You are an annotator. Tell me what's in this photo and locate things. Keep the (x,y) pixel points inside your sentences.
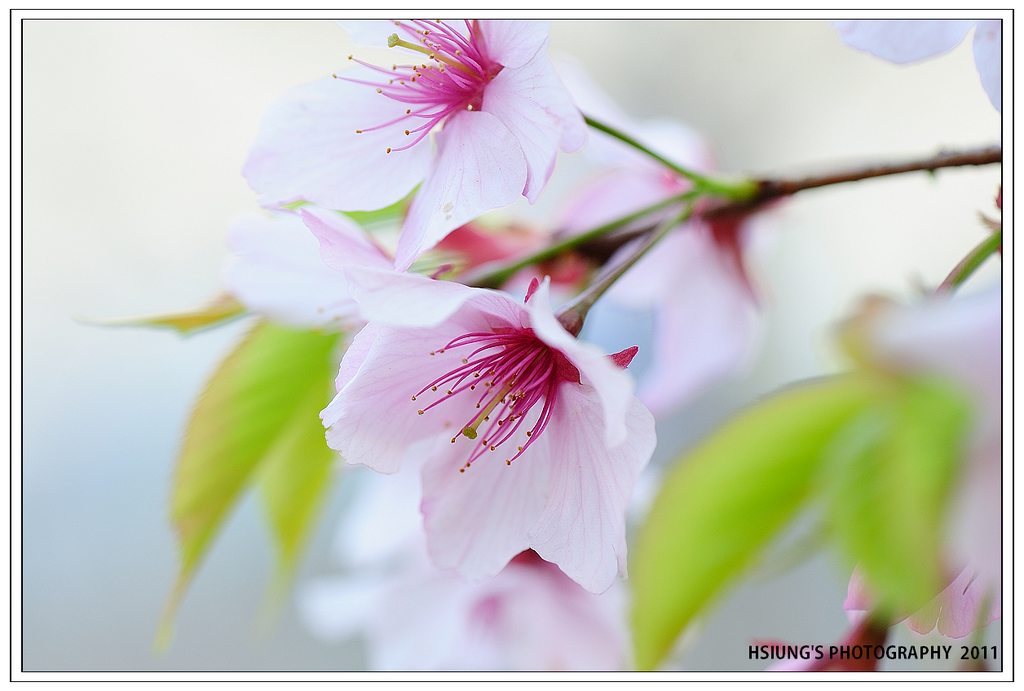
In the center of the image (367,247) we can see flowers (454,400) which are in pink color and there are leaves (321,475).
